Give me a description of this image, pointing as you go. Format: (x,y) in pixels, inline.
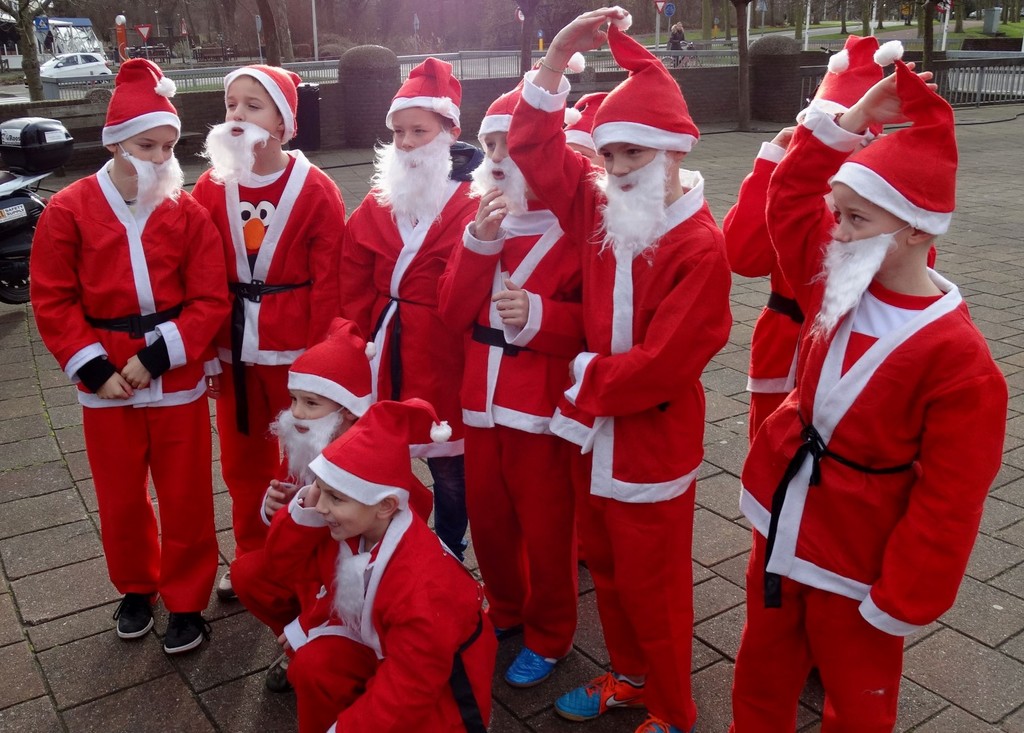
In this image we can see a crowd (267,296) standing and sitting on the floor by wearing Santa Claus costumes (342,251). In the background (78,73) there are motor vehicles (105,61) on the road (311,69), person (676,24) riding bicycle (690,56), street poles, sign boards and trees (288,23).
